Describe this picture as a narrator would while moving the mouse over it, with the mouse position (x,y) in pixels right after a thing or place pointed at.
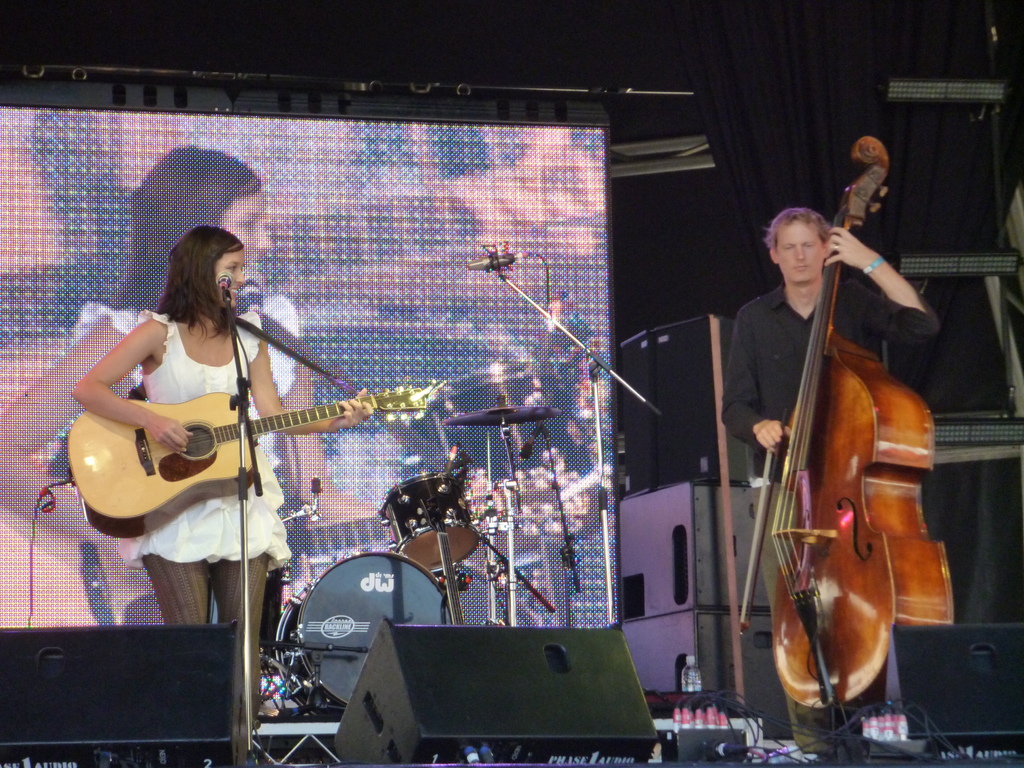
Woman (157,538) in white dress (157,538) is holding guitar (217,433) in her hand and playing it and in front of her, we see a microphone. Man (775,348) in black shirt (767,385) is holding double bass (854,401) in his hand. Behind them, we see drums (451,554) and behind that, we see screen (425,185) on which woman (183,182) holding guitar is displayed.
